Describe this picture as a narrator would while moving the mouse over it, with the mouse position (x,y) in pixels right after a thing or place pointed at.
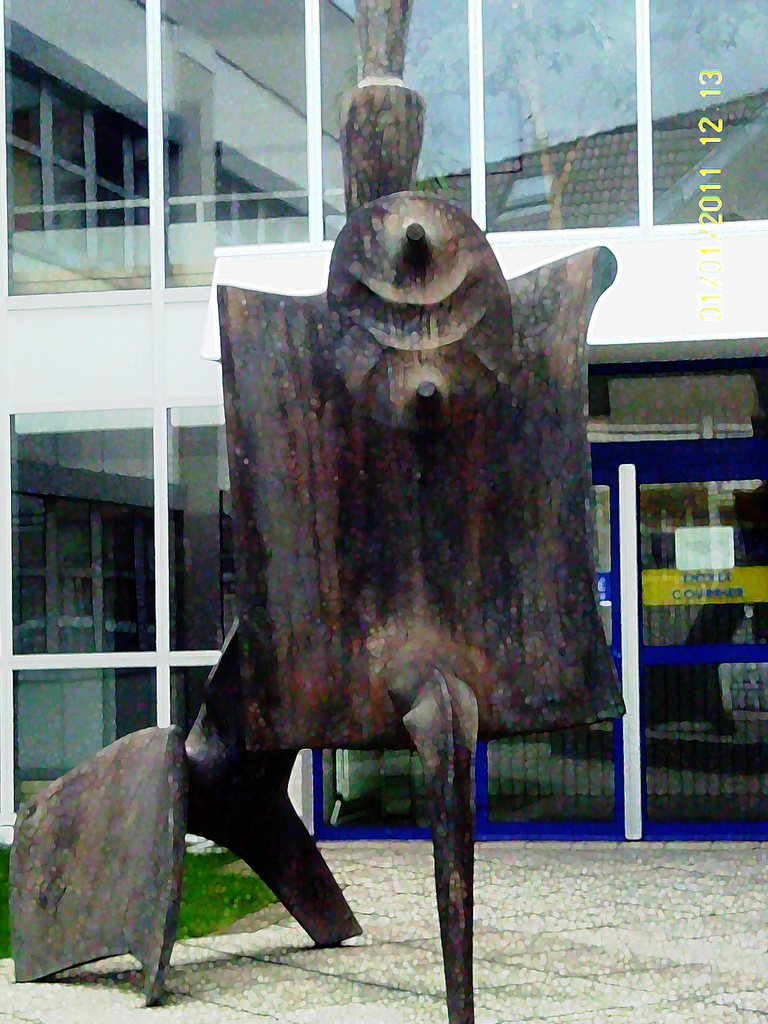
In this picture I can observe a sculpture (312,443) on the land (376,884). In the background (177,495) I can observe a building (104,291). There is a glass door (571,732) in the background (645,693).
